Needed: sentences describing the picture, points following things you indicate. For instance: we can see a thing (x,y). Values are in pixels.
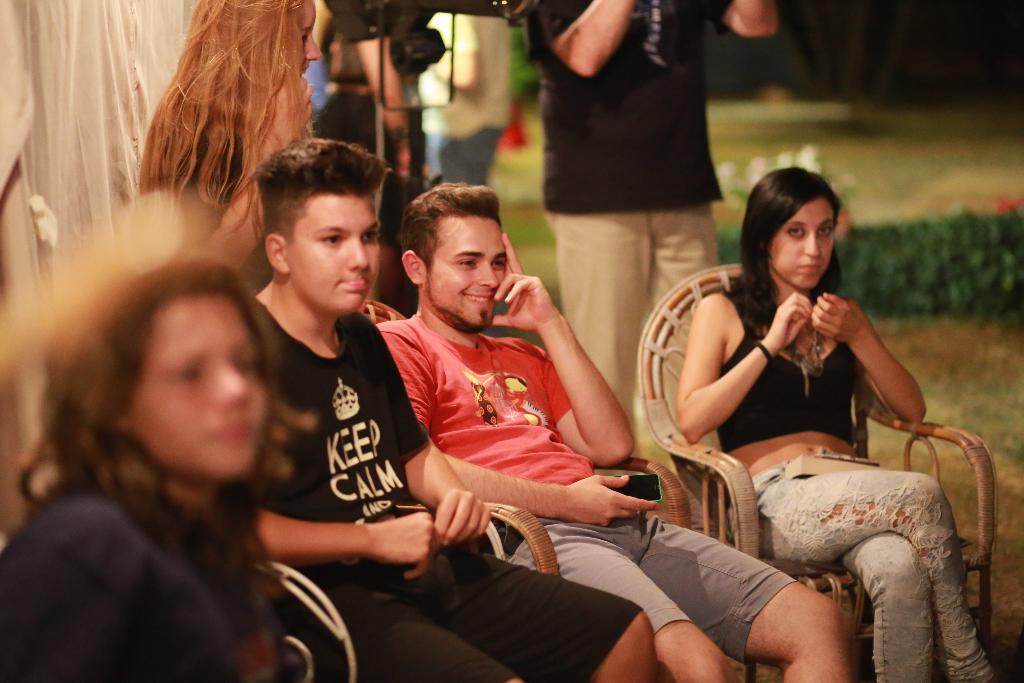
In this image i can see 2 men (446,305) and 2 women (214,449) sitting on chairs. In the background (387,150) i can see few persons (304,102) standing, plants (915,258) and grass (874,159).
